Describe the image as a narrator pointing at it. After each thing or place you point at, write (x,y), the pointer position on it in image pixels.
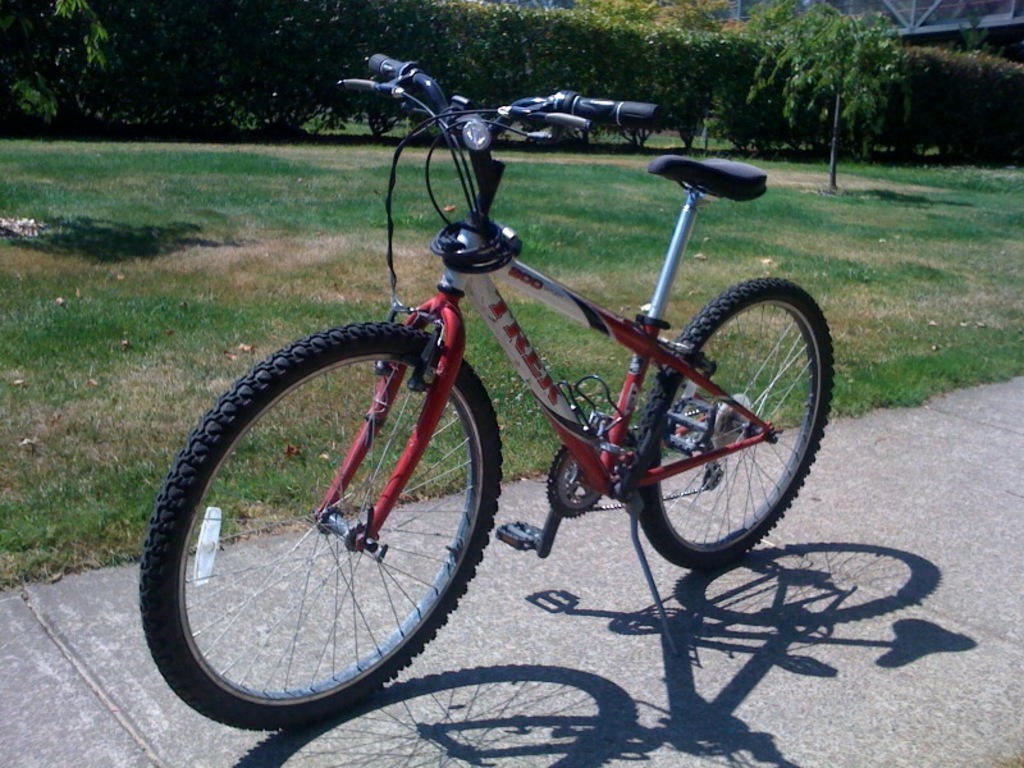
The bicycle (295,385) is highlighted in this picture. The bicycle (467,395) is in red color and black tyres (490,443). Backside of this bicycle (406,630) there is a grass (192,224) in green color. Far there are trees (222,36) in green color. This bicycle (795,360) has 2 wheels (419,616) and 1 seater (710,170) and 1 handle (602,107).
